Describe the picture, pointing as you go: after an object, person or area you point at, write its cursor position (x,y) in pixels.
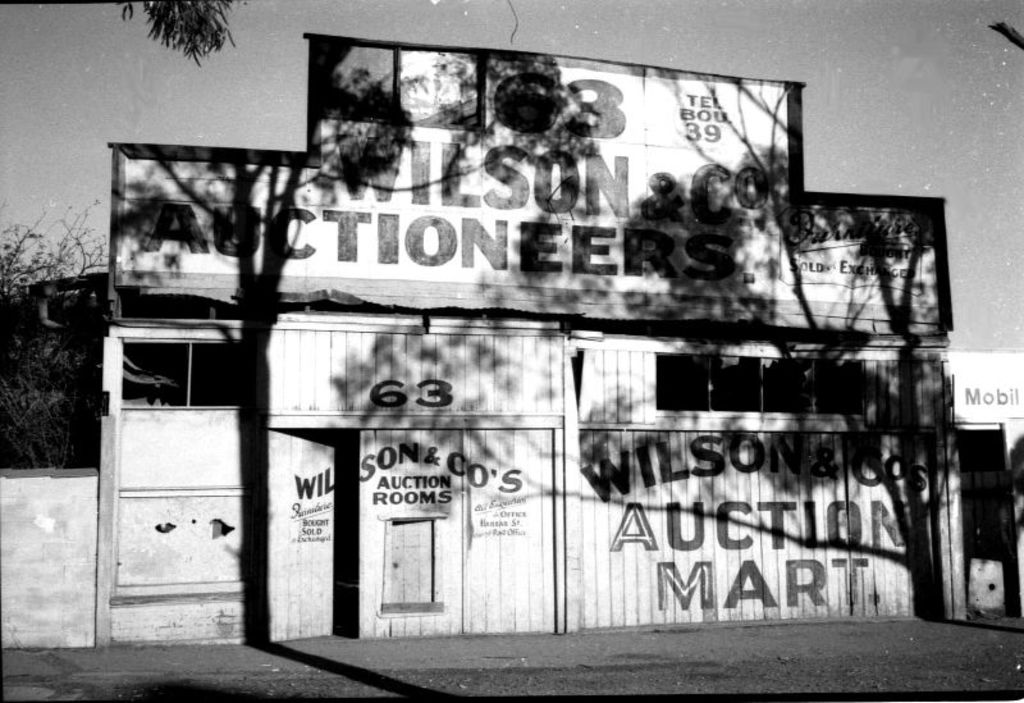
In this picture we can see the ground (801,649), beside this ground (768,660) we can see a wooden wall (748,590), here we can see posters (828,588) and some objects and in the background (38,383) we can see trees (35,394), sky (975,252).
